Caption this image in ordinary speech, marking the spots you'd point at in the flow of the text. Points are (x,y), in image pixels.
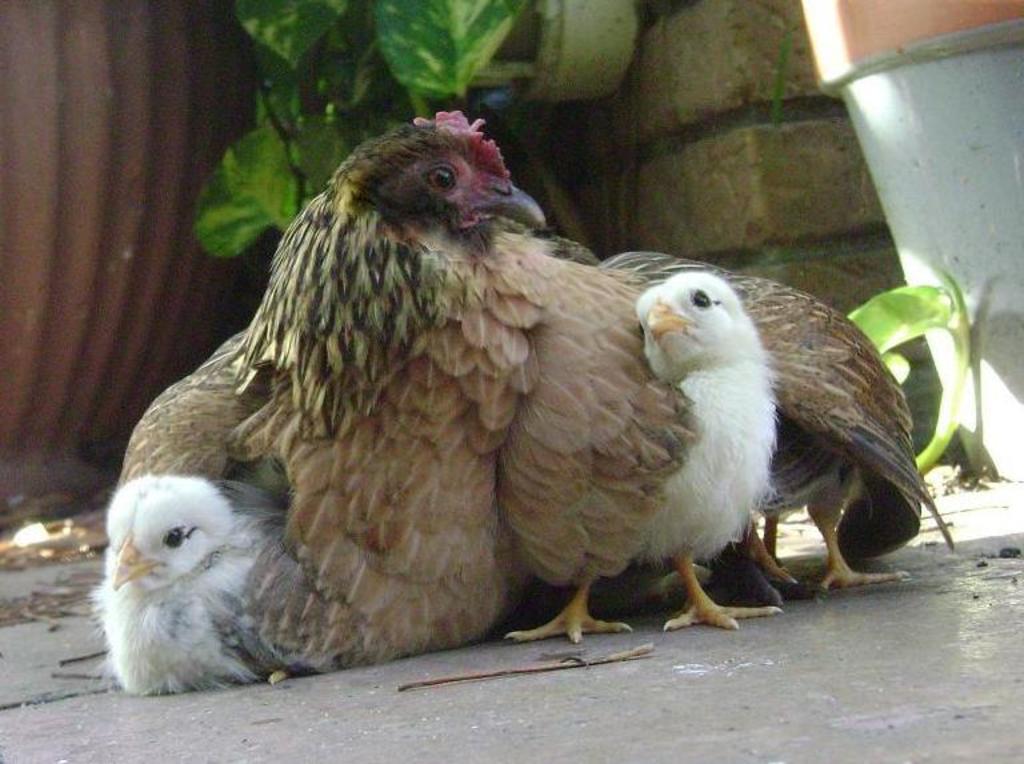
In the image in the center (584,345), we can see hens (483,600), which are in brown and white color. In the background (818,266) there is a wall (731,190), pot (98,275), plant (208,221) and a few other objects (101,239).
